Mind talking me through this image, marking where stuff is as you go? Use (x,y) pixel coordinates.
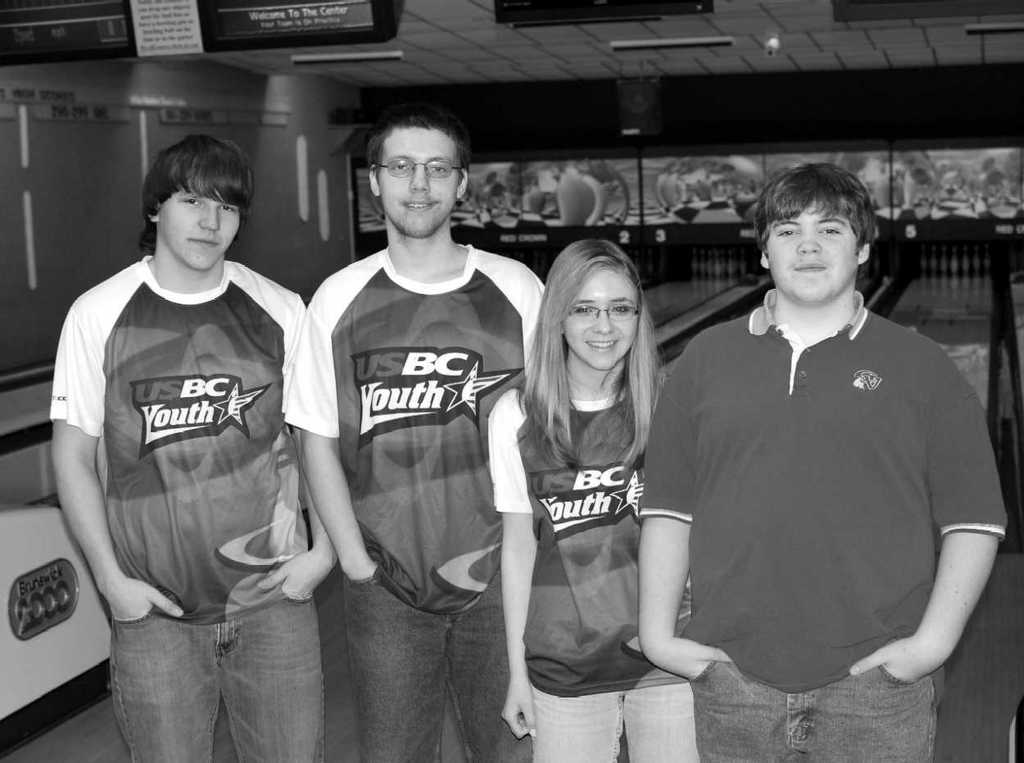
In this in the foreground (446,327) there are few peoples (446,327), at the top (547,48) there is the roof (659,48), on which there are some lights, in the middle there display board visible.
